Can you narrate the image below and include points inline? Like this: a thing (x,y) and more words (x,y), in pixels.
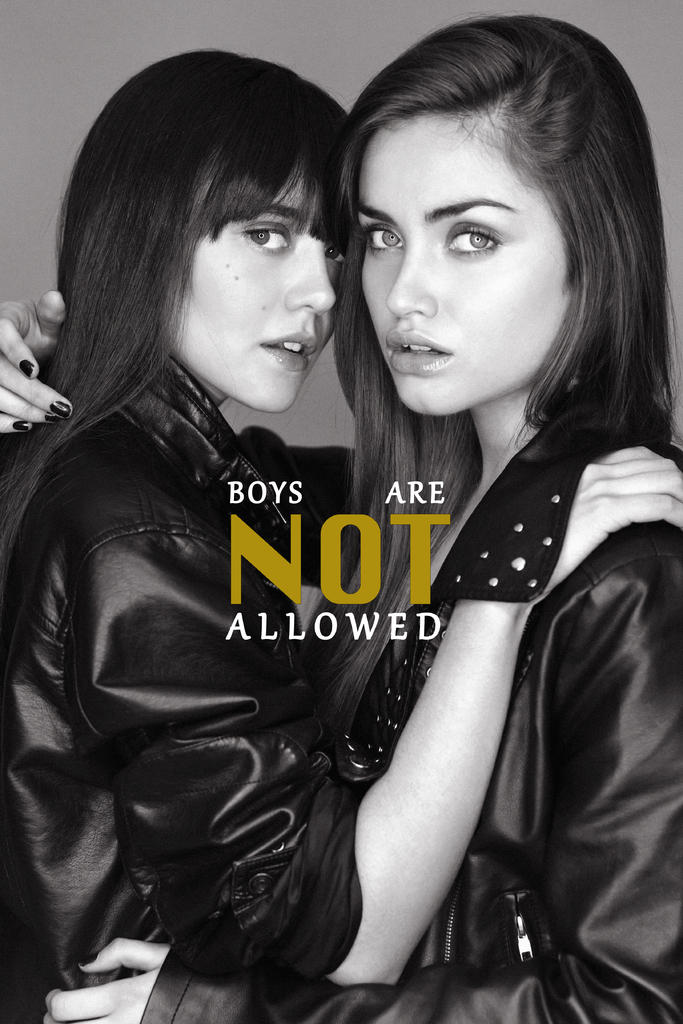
In this picture there are two women (322,705) who are wearing the black dress (245,780). In the center (333,556) I can see the watermark (295,582).
